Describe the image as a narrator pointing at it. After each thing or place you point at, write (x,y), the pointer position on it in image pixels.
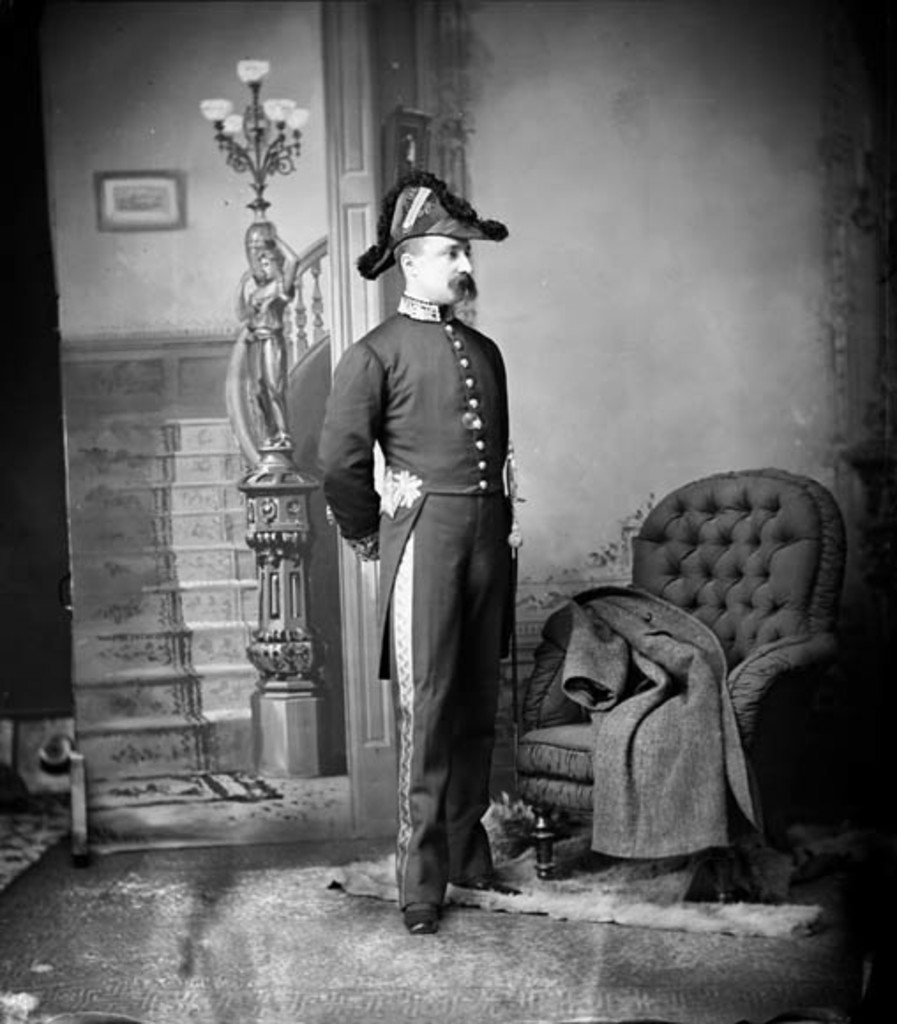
As we can see in the image there is a wall (620,299), chair (576,733), a person (426,729) standing over here, statue (262,347), photo frame (179,187), stairs (87,559) and mats (222,785).
